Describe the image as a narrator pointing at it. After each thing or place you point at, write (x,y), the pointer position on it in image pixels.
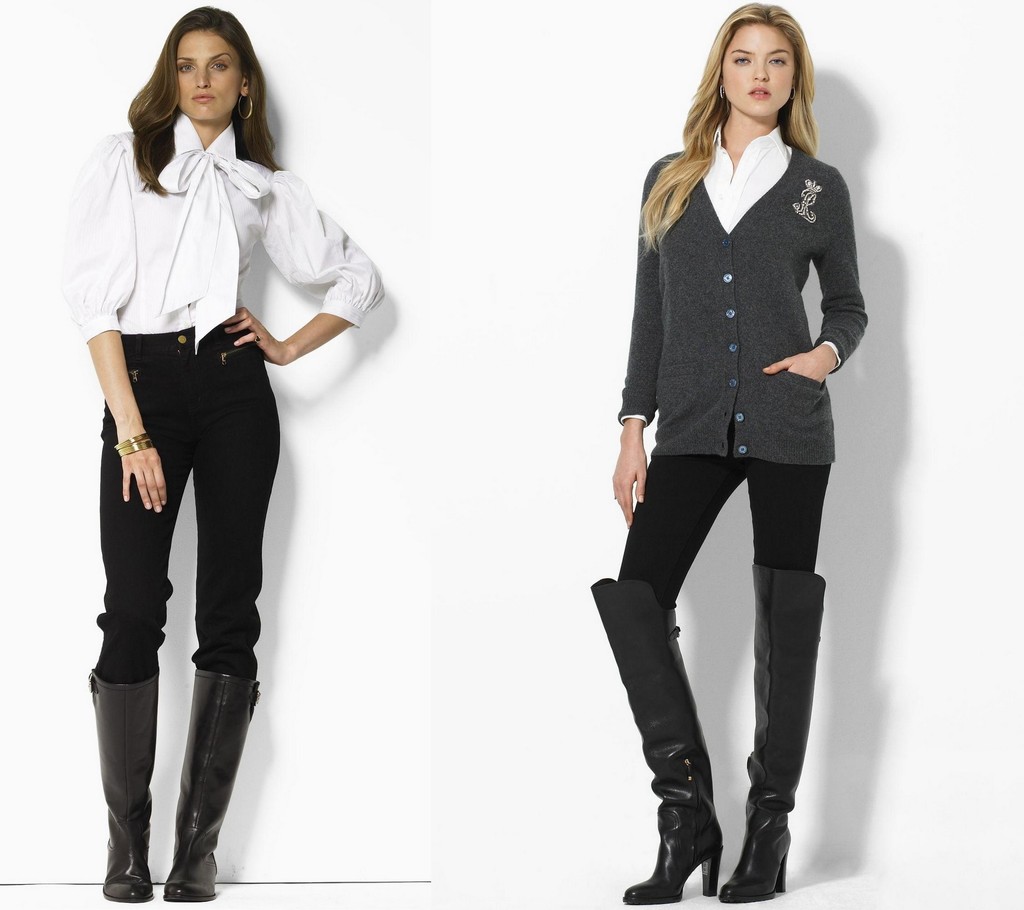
In this picture we can see two women (104,634), they are standing and they wore shoes (809,627).
